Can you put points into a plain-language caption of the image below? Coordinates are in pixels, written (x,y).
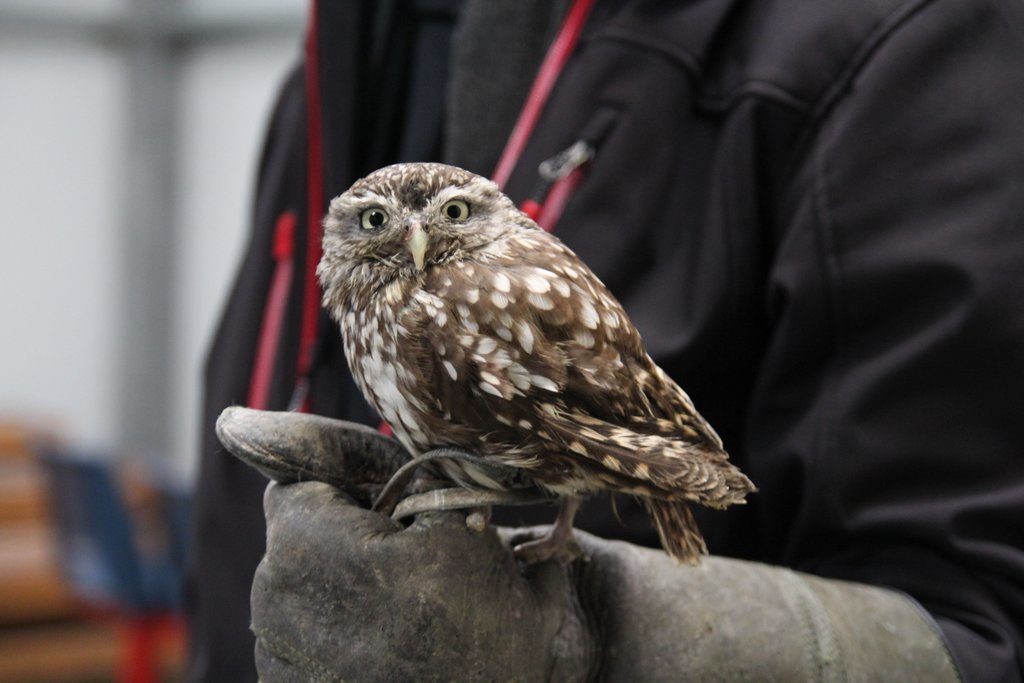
In this image there is a man (761,237) who is wearing jacket (649,128) and gloves (484,607). There is an owl (436,350) who is standing on the gloves (537,592). On the left (220,205) we can see the wall (63,313) and chairs (73,515).
